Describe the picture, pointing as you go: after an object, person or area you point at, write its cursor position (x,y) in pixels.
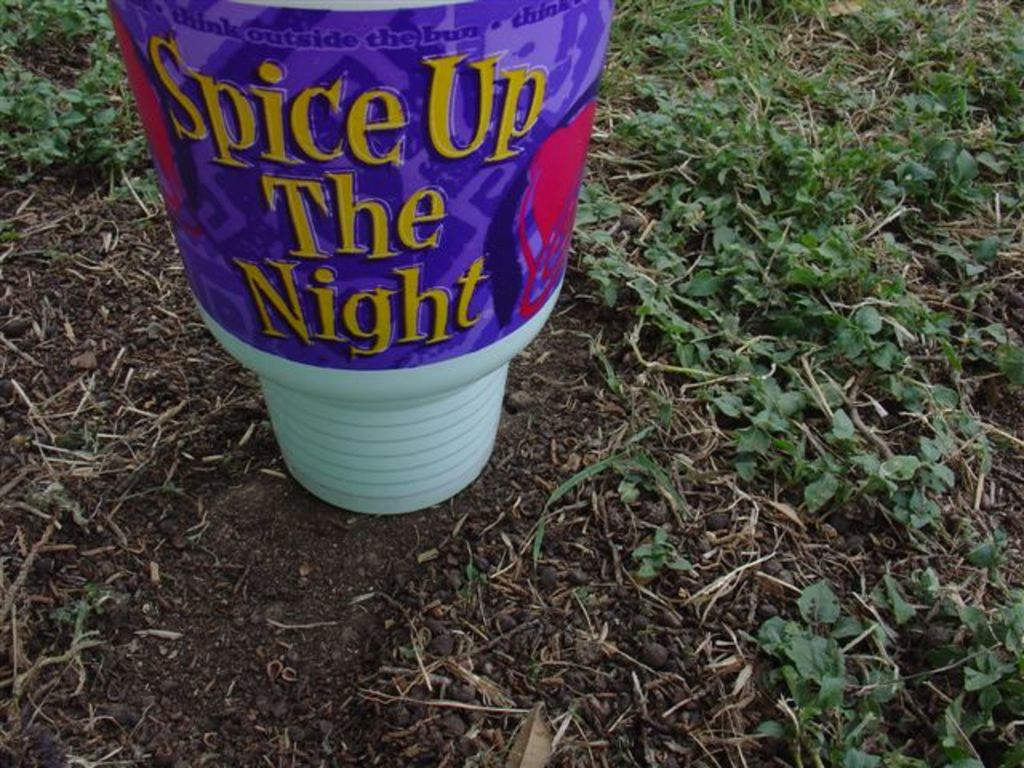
In the center of the image (498,365) there is a cup (398,332). At the bottom of the image (722,662) there are plants (906,616) and soil (360,682).
